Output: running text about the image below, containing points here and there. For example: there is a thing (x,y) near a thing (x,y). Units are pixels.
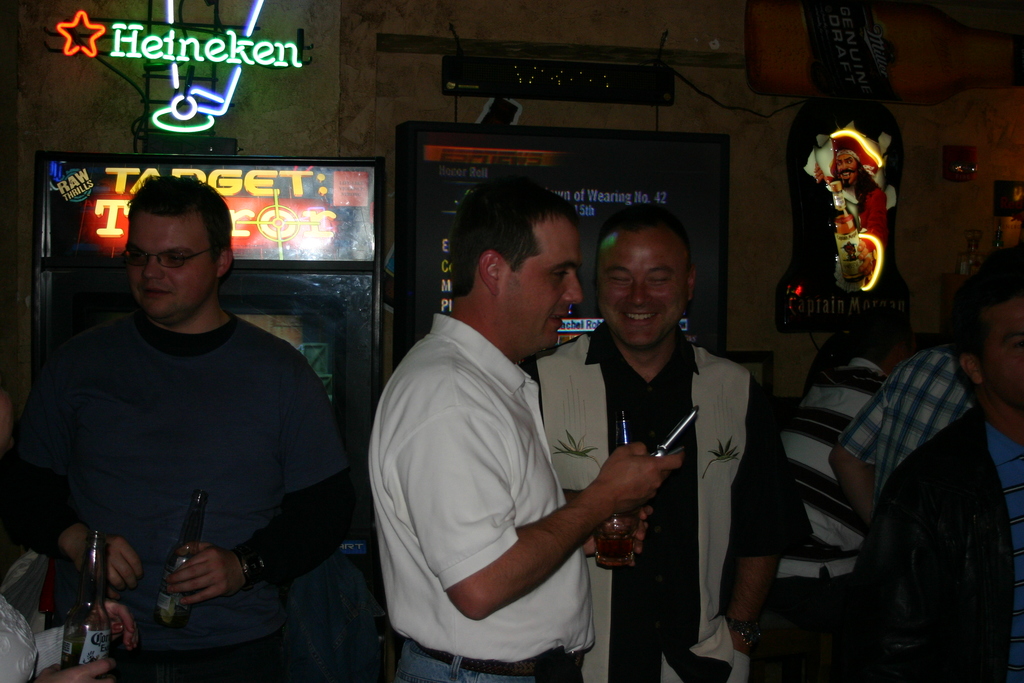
In the image we see there are people (590,388) who are standing and they are holding beer bottles (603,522) in their hand (71,551). At the back (705,166) there is a tv screen (699,155).
